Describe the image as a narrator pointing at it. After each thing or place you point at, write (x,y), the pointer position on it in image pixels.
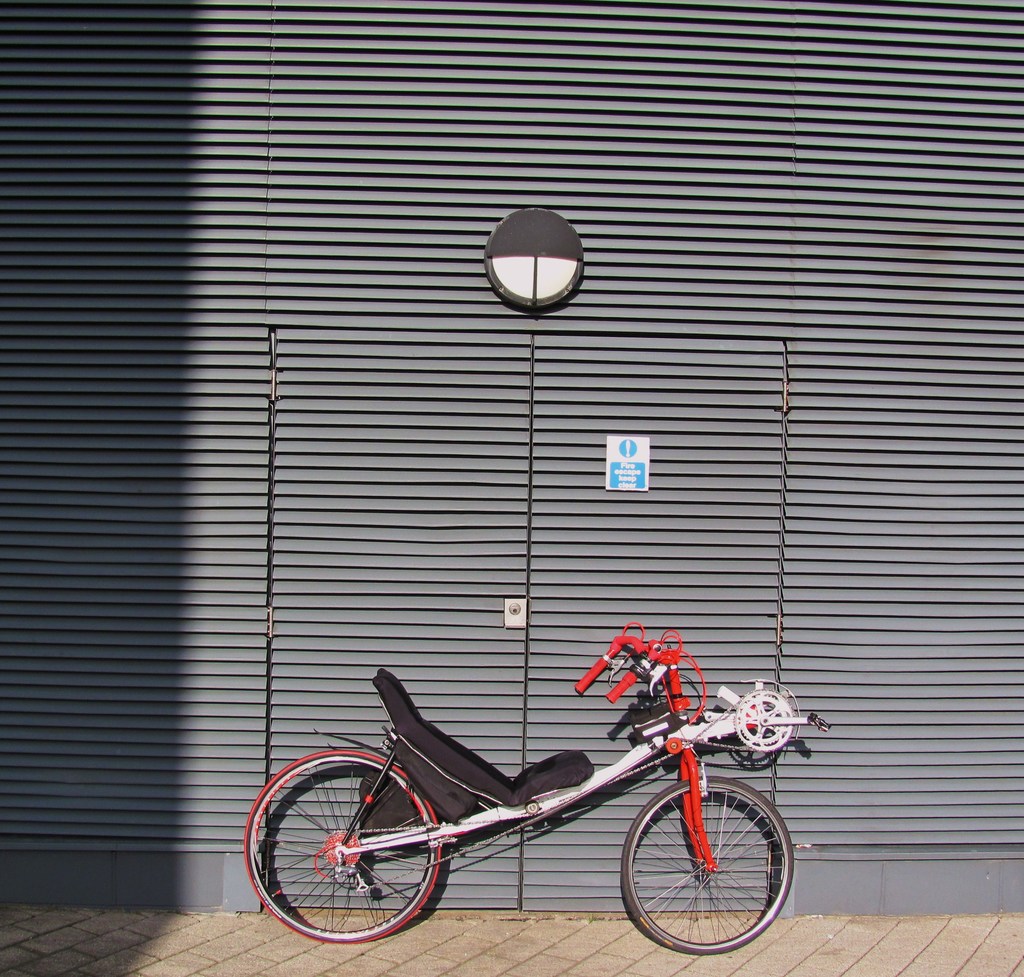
At the bottom of the picture (465,776) we can see bicycle (579,765) and pavement (471,953). In this picture we can see wall (243,616), door (402,497) and other objects (643,444).
